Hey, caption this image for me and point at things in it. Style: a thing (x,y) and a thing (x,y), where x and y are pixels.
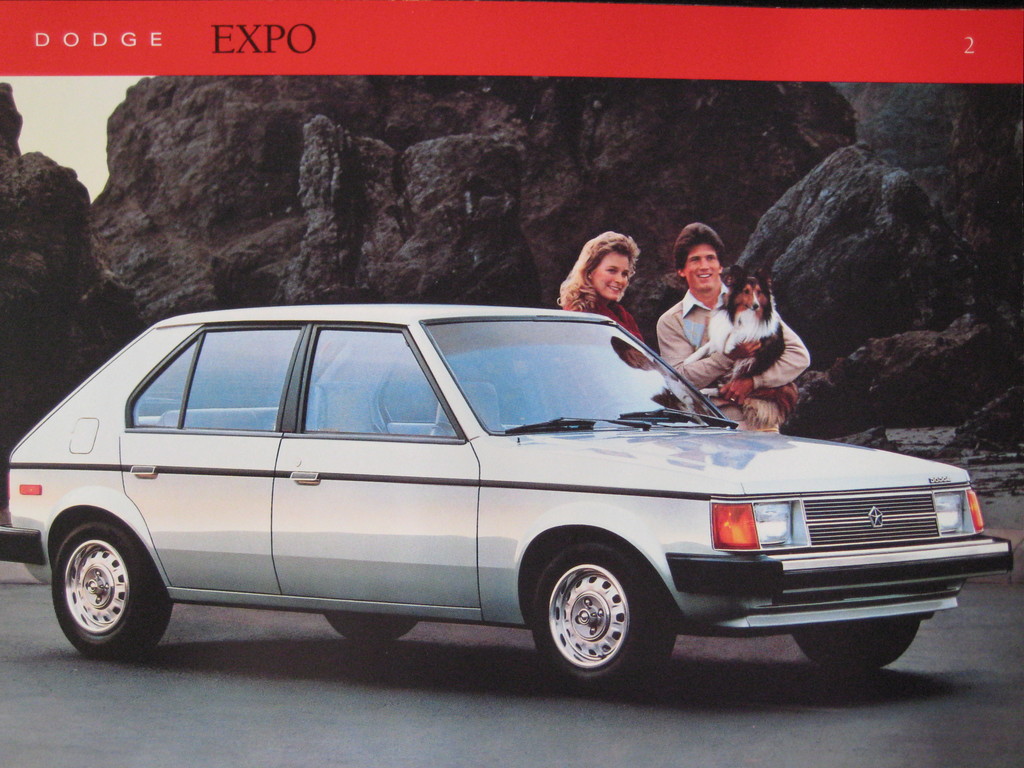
In this image we can see a man (703,239) holding the dog (746,313) and standing and smiling. There is also a woman (604,276) smiling. We can also see the car (365,462) parked on the road (359,725). In the background (237,180) we can see the rock hills (246,193) and also the text (152,43) and the number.
